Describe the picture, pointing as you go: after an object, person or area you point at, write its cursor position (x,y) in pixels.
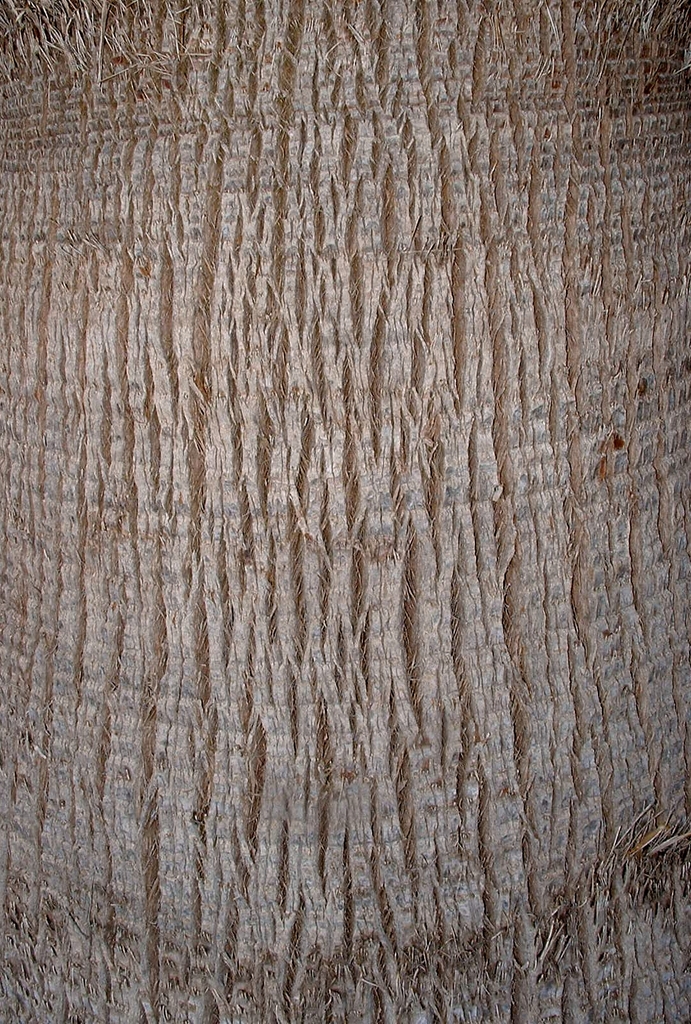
This image consists of a tree (256,527).
